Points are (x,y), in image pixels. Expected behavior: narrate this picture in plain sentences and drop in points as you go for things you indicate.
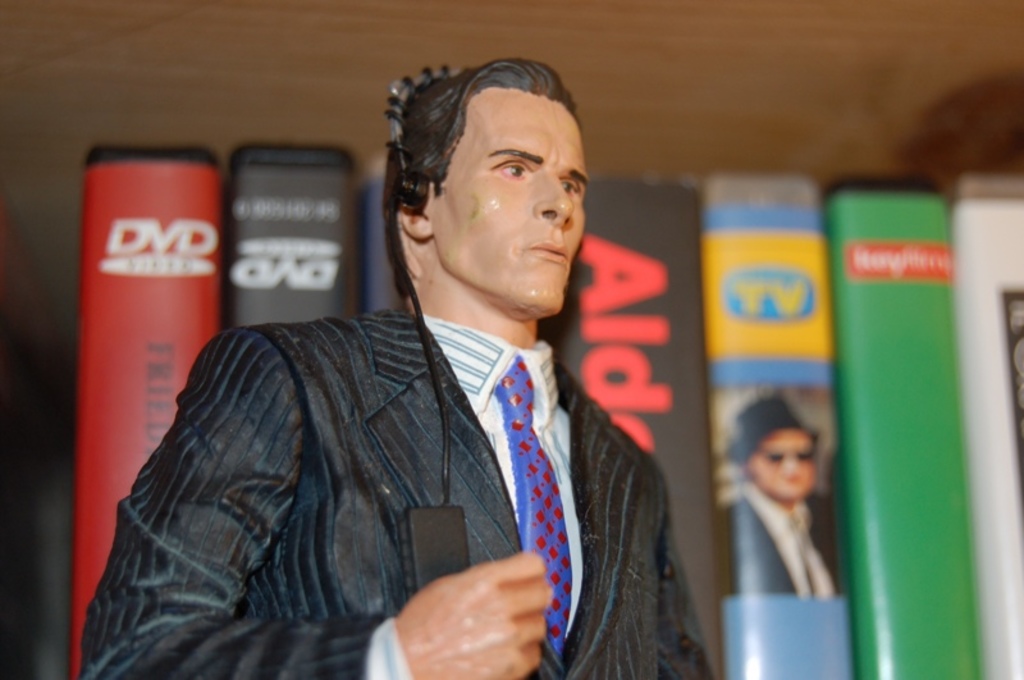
In the image I can see a doll (456,433) which is in the shape of a person and also I can see DVD cases (565,309) which are arranged.
